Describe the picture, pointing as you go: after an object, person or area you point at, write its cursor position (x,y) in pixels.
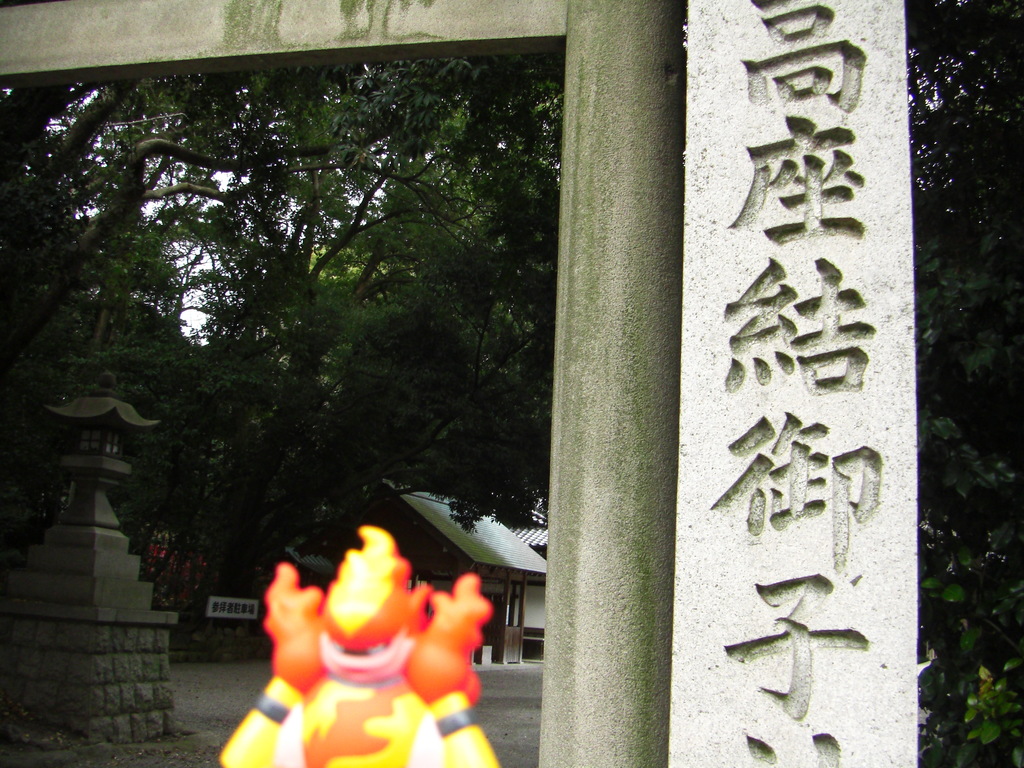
In this image we can see many trees (117,285) in the image. There is a stone pillar (688,610) in the image. There is an object (391,709) which in color of orange, yellow and white.
